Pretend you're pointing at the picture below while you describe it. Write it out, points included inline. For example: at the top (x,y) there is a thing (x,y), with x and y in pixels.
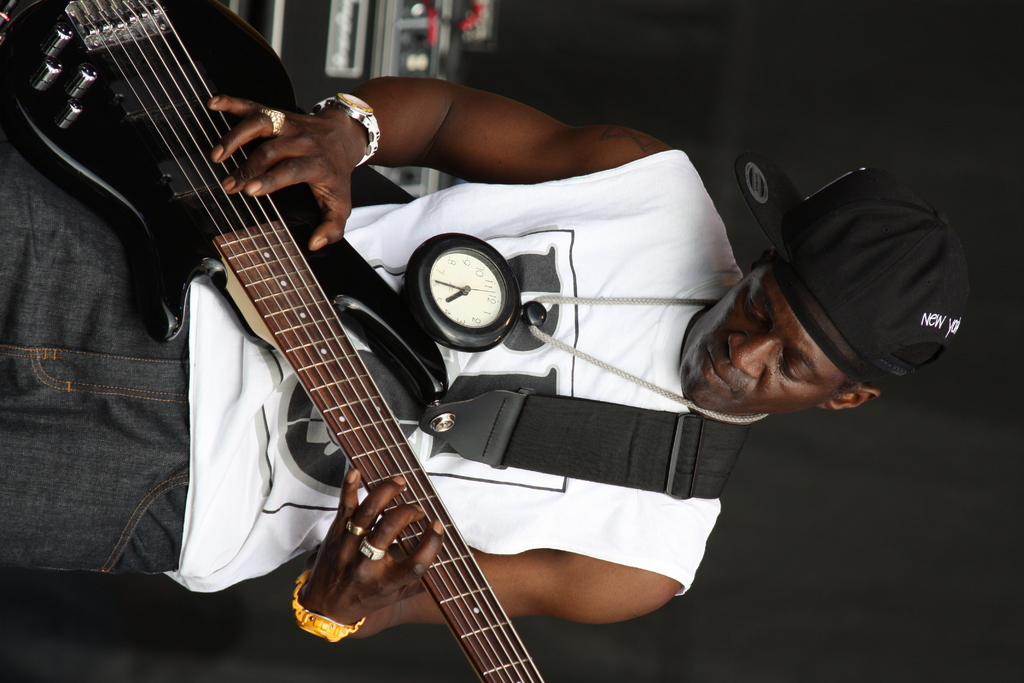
This picture is of inside the room (835,514). On the left (218,283) there is a man (599,290) standing, wearing a white color t-shirt (630,533) and playing guitar (224,261). In the background (776,31) we can see the wall (904,44) and some musical instruments (368,33).
